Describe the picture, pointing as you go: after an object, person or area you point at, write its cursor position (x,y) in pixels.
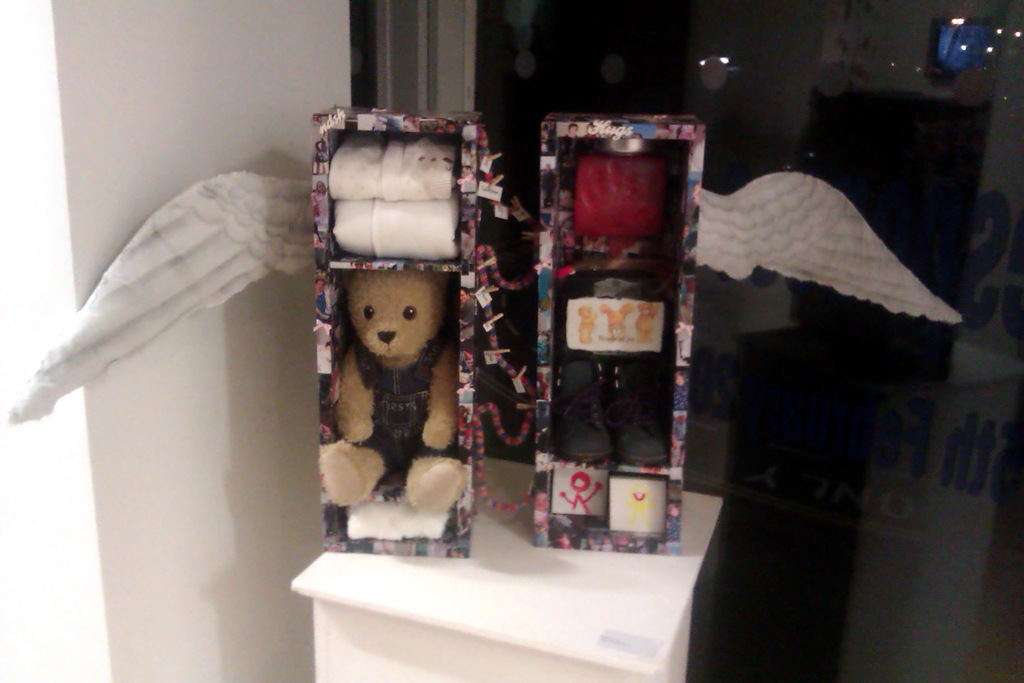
In this image, on the left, there is a teddy (389,388) inside the box (402,375) and on the right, we can see shoes (593,433) in the box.
